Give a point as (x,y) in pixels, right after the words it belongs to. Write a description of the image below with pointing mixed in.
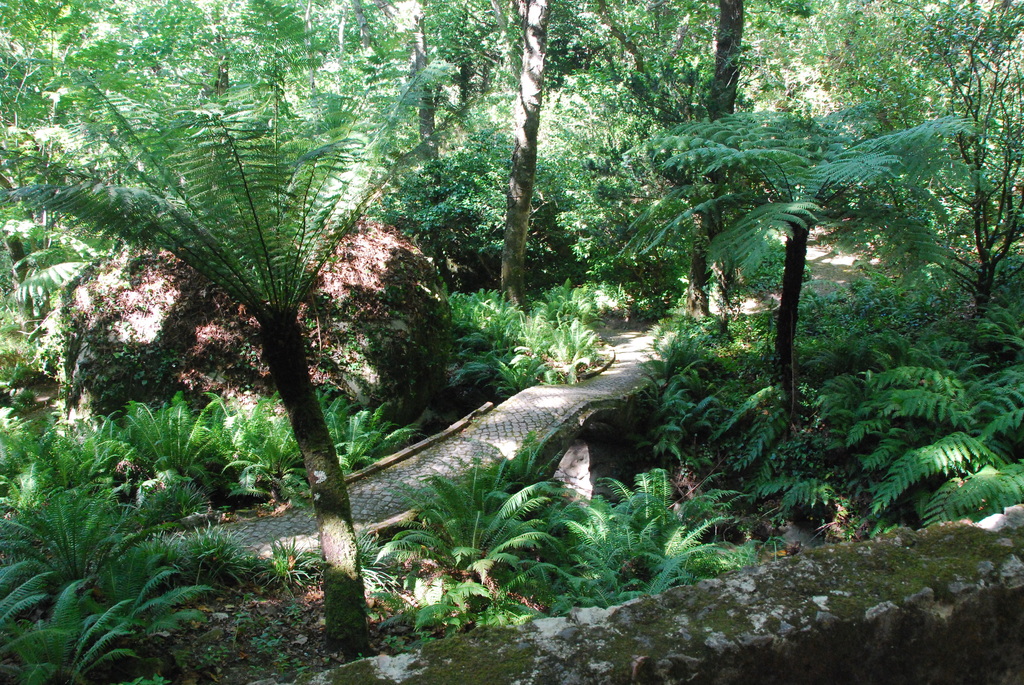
In this image we can see the trees (380,111), plants (665,375) and also the dried leaves (290,613). We can also see the path (632,345).
